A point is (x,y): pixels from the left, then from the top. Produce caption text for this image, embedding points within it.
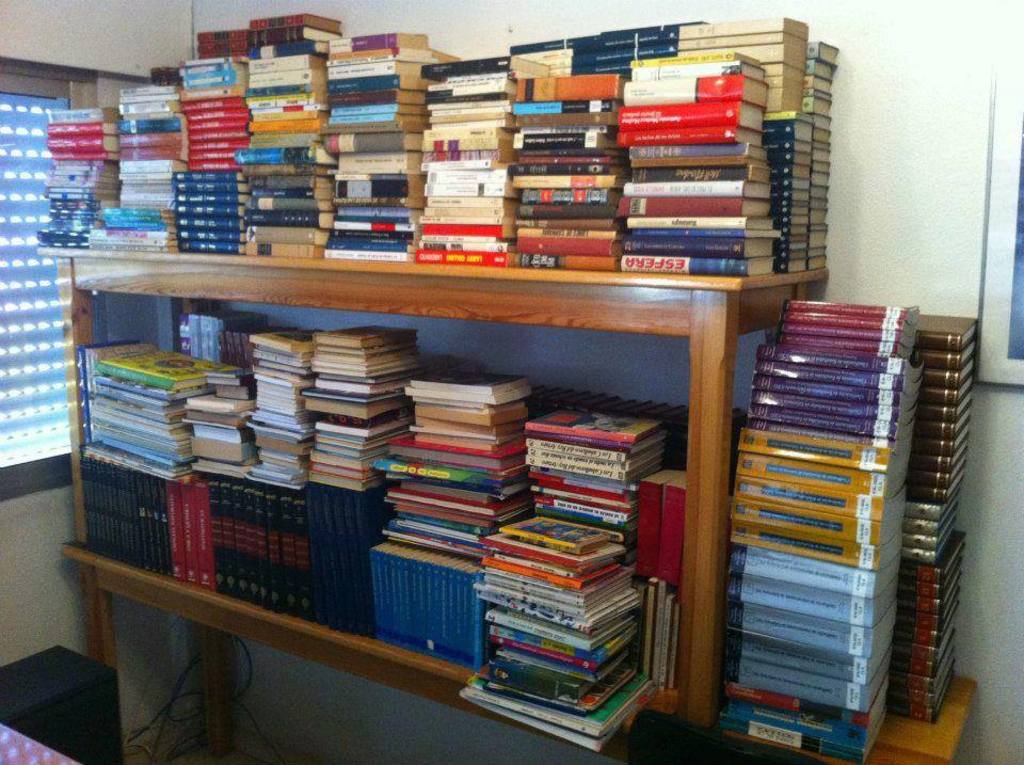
In this image there are books (723,267) arranged in an order one upon the another in and on the shelves (237,254), and in the background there is a frame (1022,297) attached to the wall (943,99).
